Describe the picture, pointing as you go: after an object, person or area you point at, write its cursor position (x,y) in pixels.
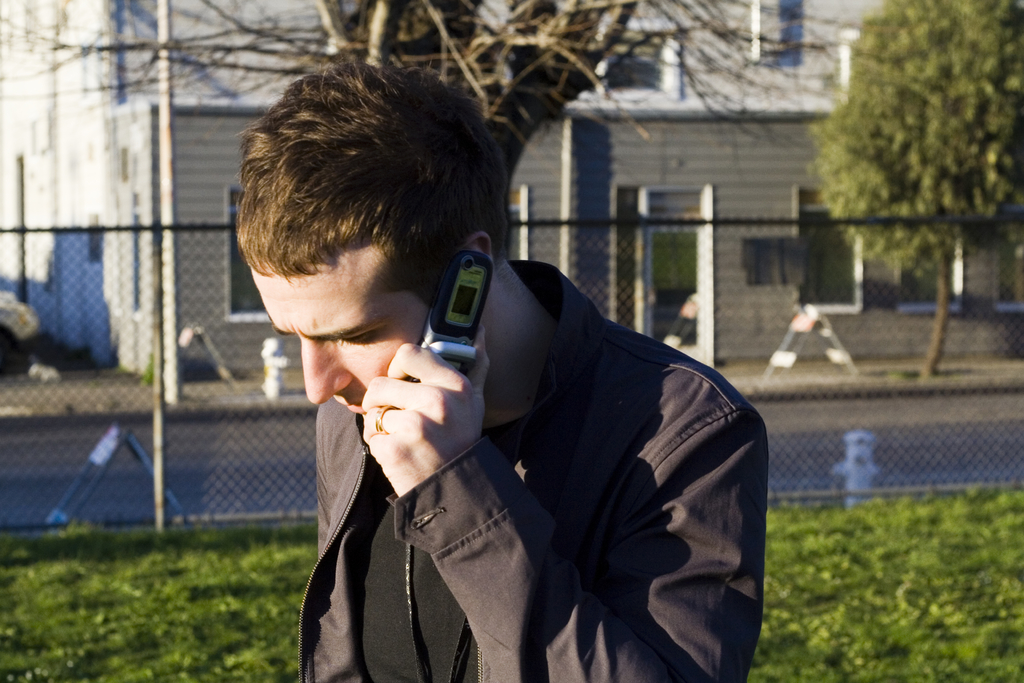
In this image there is a person (390,311) speaking on a mobile phone (462,349), behind the person (353,597) there is grass (266,570) on the surface (245,572), behind the grass (241,570) there is a closed mesh fencing (233,465), on the other side of the fencing (240,421) there is road (224,443), trees (853,157) and a building (205,116).
